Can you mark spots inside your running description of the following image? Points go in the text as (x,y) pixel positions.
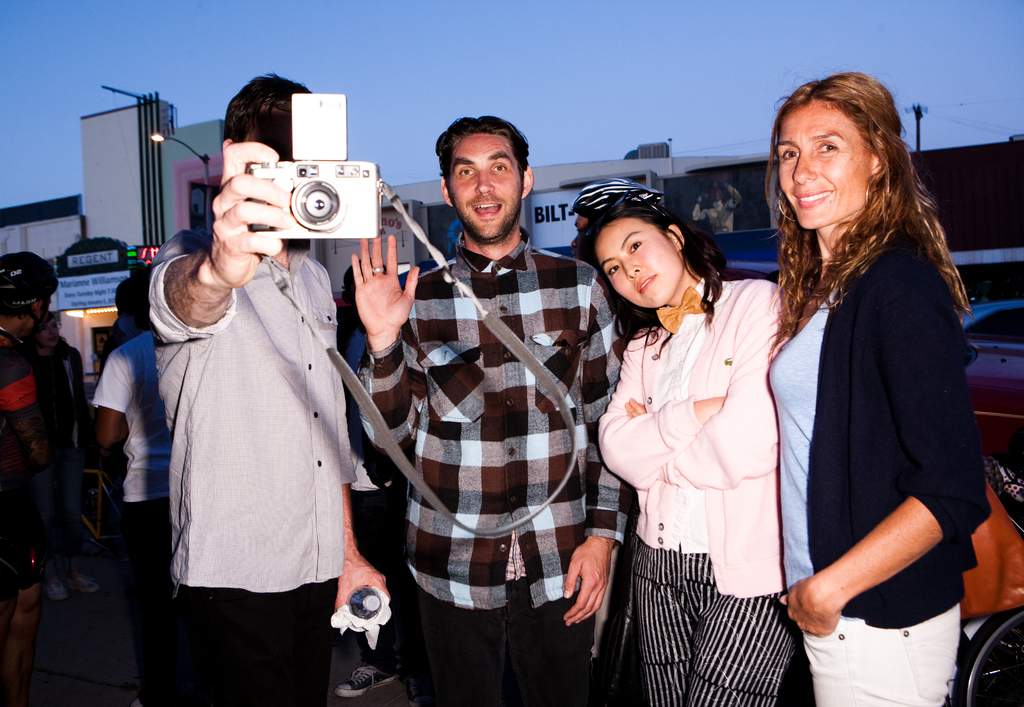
In this image I see 2 men (292,682) and 2 women (716,647), in which this man (267,101) is holding a camera (313,105) and this woman (902,198) is smiling. In the background (122,281) I see few people (146,291), building (57,263) and a street light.
